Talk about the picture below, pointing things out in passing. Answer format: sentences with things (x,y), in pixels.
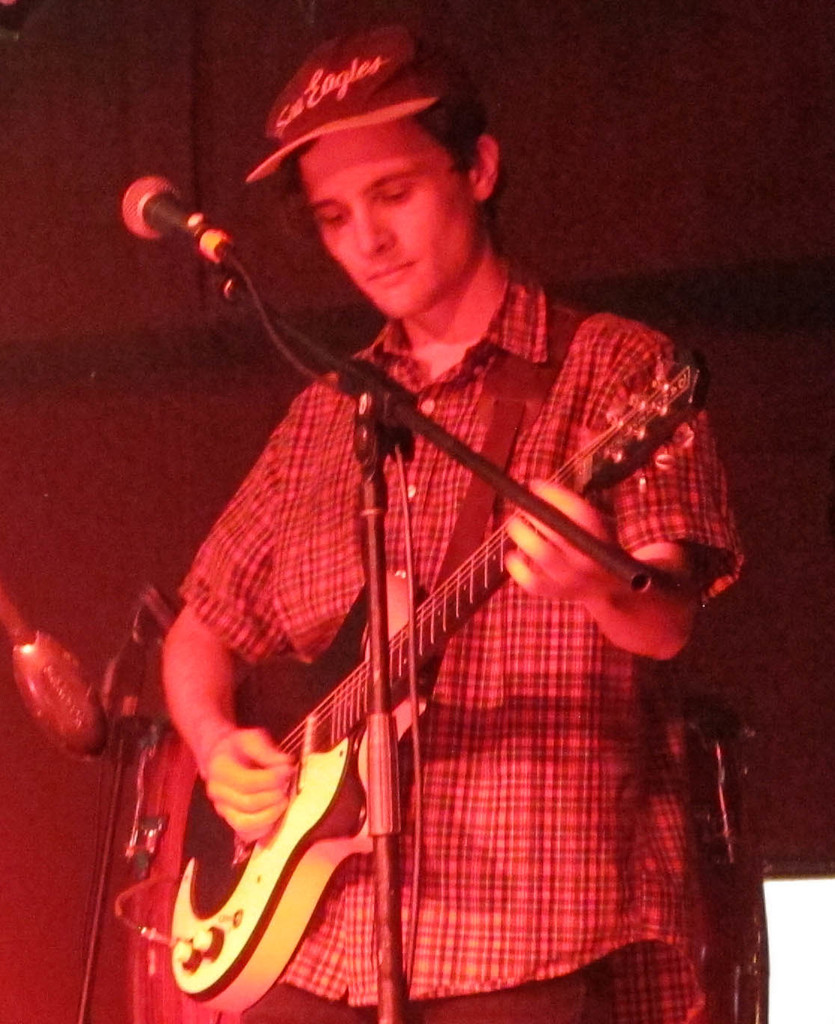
In this picture I can see there is a person (327,601) standing and he is wearing a cap (297,118), playing a guitar (320,744) and there is a microphone (173,209) at left side (155,213), there is a wall (700,249) in the backdrop (727,195).
